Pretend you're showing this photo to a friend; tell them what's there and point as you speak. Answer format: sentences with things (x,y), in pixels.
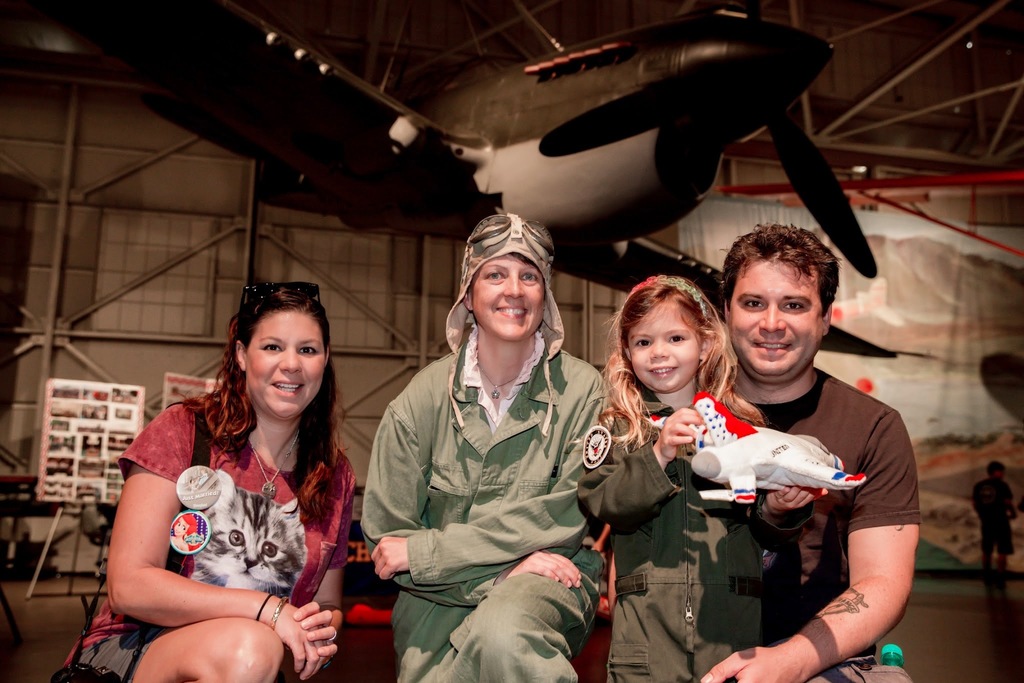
In this picture there are people (522,575) smiling, among them there's a girl (593,492) standing and holding an airplane (840,483). In the backgrounds of the image we can see airplane (520,112), boards (78,446), stand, rods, person (984,511) and banner (918,218).
